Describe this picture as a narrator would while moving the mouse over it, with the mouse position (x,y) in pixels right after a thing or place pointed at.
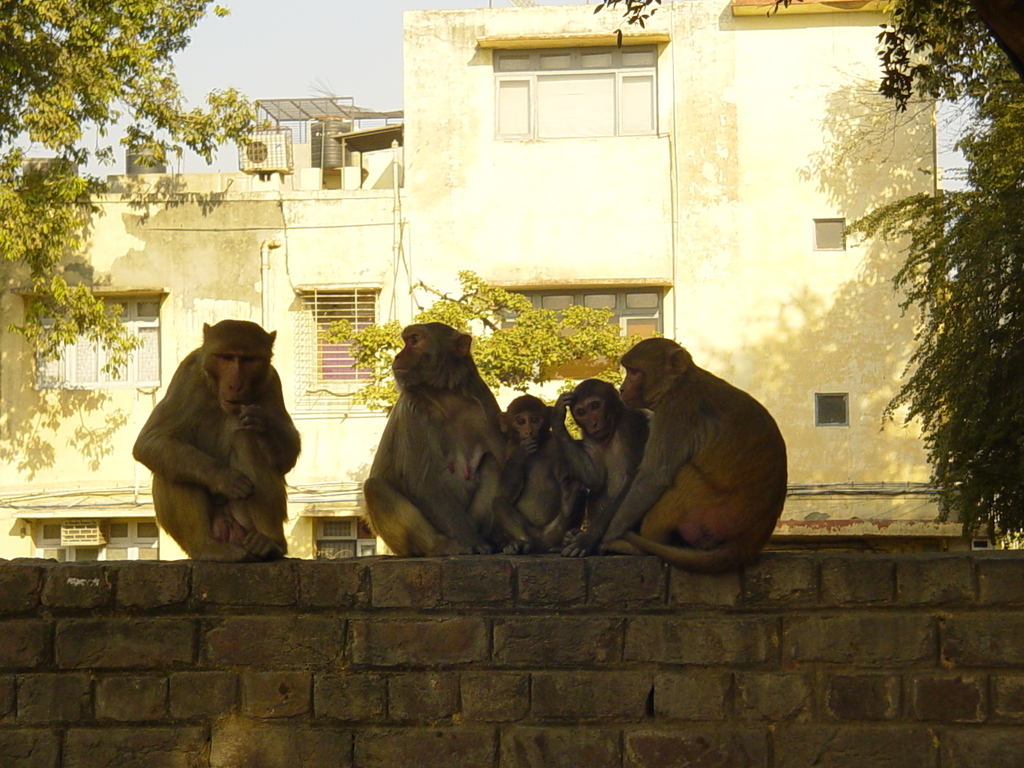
In this image we can see a group of monkeys (268,481) sitting on the wall (136,606). In the background (599,193) there are buildings (591,196), trees (427,322), overhead tanks (316,158), air conditioners (275,171) and sky (260,86).
